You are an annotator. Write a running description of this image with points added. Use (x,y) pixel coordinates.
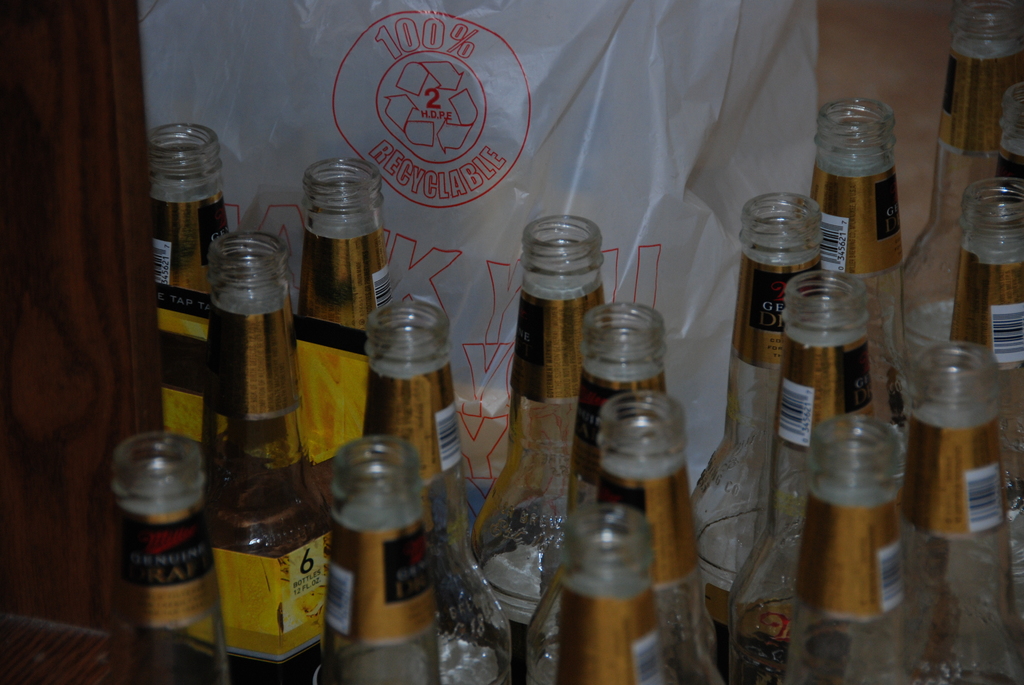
There are some glass bottles (620,484) in the image. In the left side (292,494) we can see one of the bottle (288,482) is in a cardboard carrier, background (473,355) there is a white color polythene carry bag (485,334) in which it is written as 100 percent recyclable.
